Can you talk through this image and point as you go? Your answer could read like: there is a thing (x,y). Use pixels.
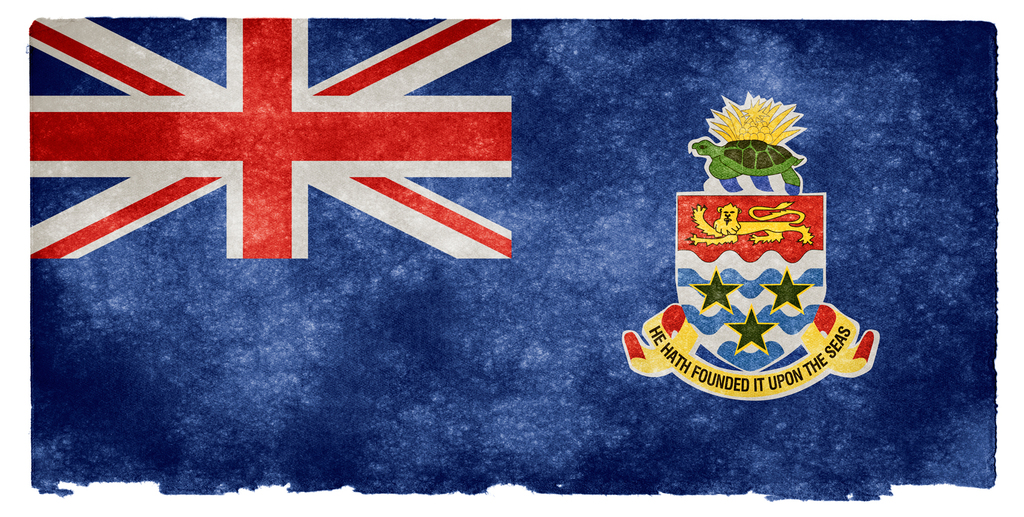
This image looks like an edited photo, in which I can see a flag (390,300).
